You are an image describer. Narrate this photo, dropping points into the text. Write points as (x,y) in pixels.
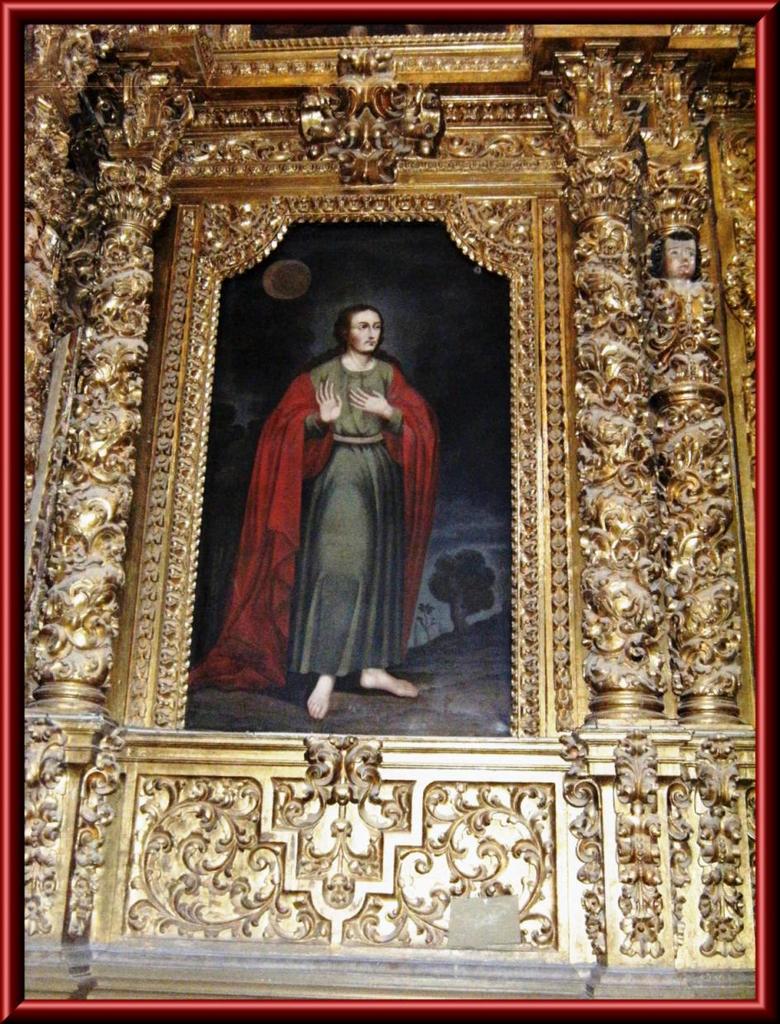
This is a picture of a frame (720,11) with a portrait painting (363,559) of a person (375,503) and some design carvings (620,565).
